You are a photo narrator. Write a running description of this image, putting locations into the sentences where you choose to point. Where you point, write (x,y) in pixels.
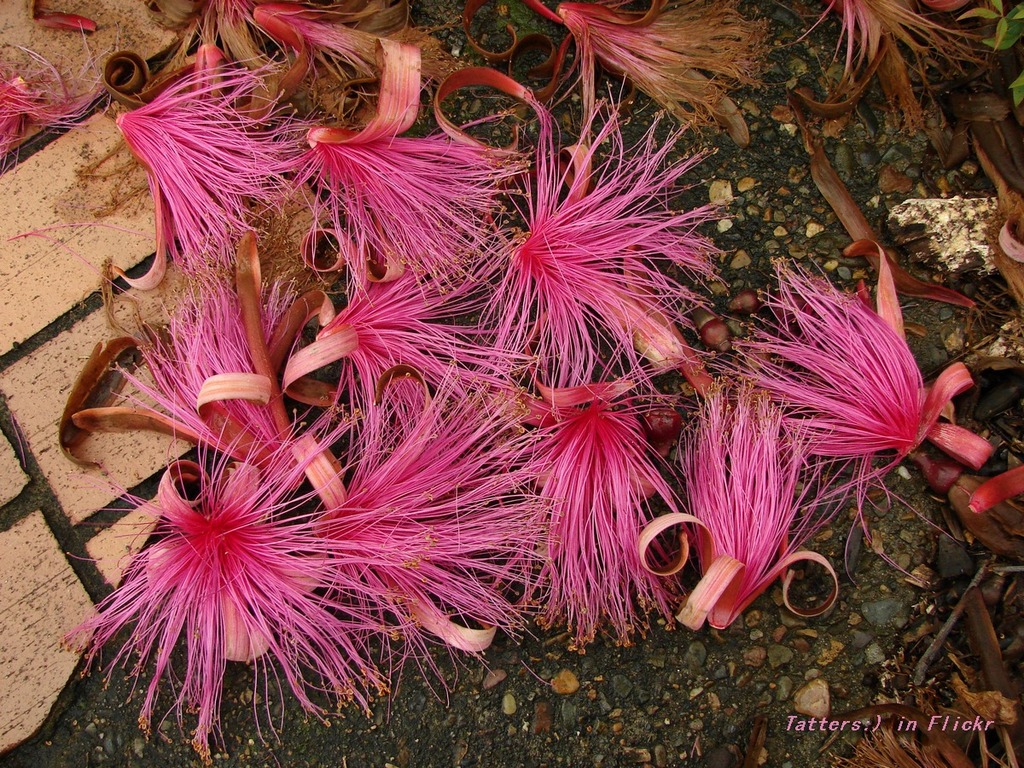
In this picture, we see the flowers (570,452) in pink color. At the bottom (619,692), we see the soil (641,673) and the stones (769,652). On the left side (27,228), we see the pavement (72,329).
